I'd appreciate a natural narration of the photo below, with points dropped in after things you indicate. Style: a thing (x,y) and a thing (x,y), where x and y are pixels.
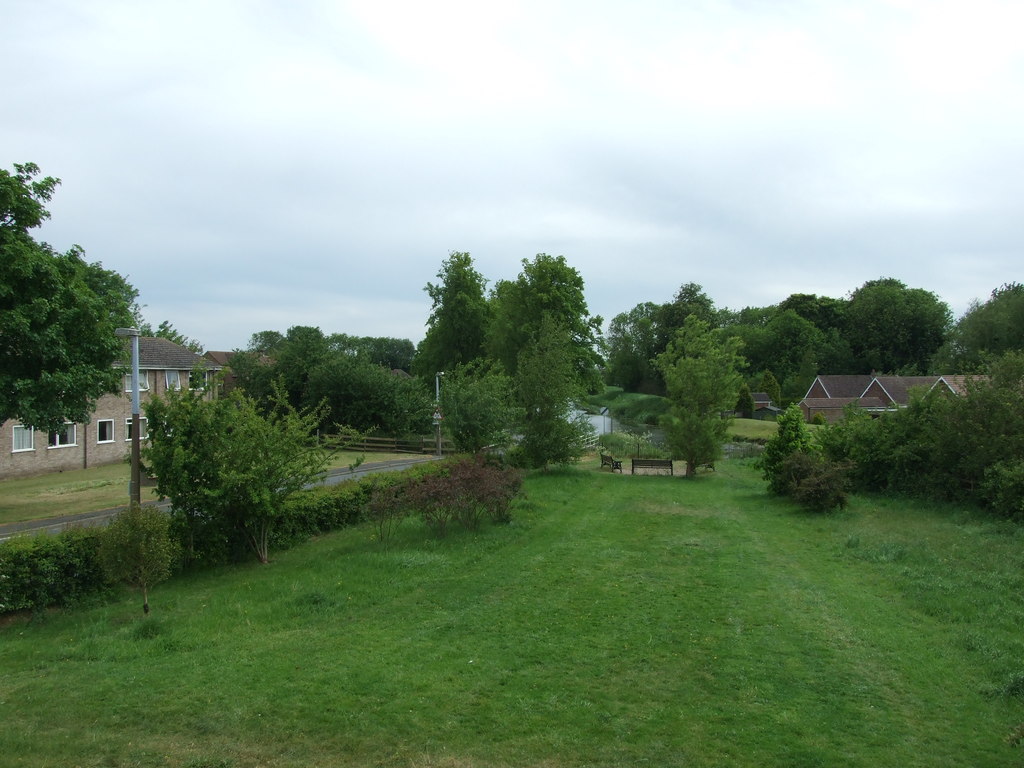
In this image there is garden (337,549), in the background (102,452) there are trees (573,390) and houses (173,378) and the sky (520,212).
